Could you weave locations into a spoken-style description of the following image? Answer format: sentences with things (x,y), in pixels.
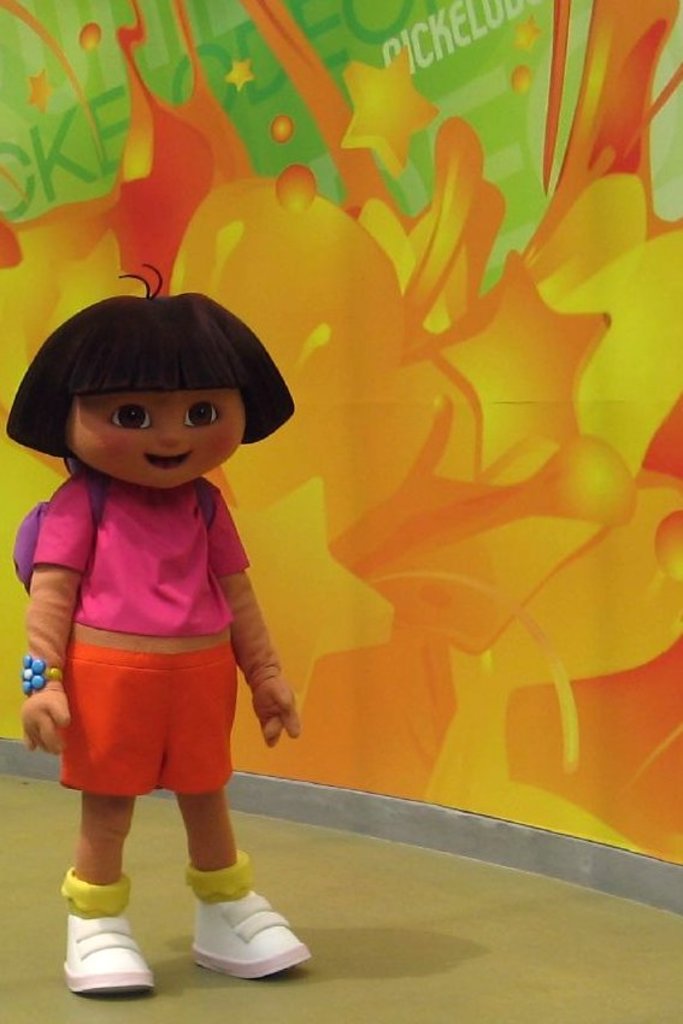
In this images on the left side (222,341) we can see a mascot (171,625) standing on the floor (495,891). In the background (223,185) there is a sticker (347,155) on the wall (604,877).
